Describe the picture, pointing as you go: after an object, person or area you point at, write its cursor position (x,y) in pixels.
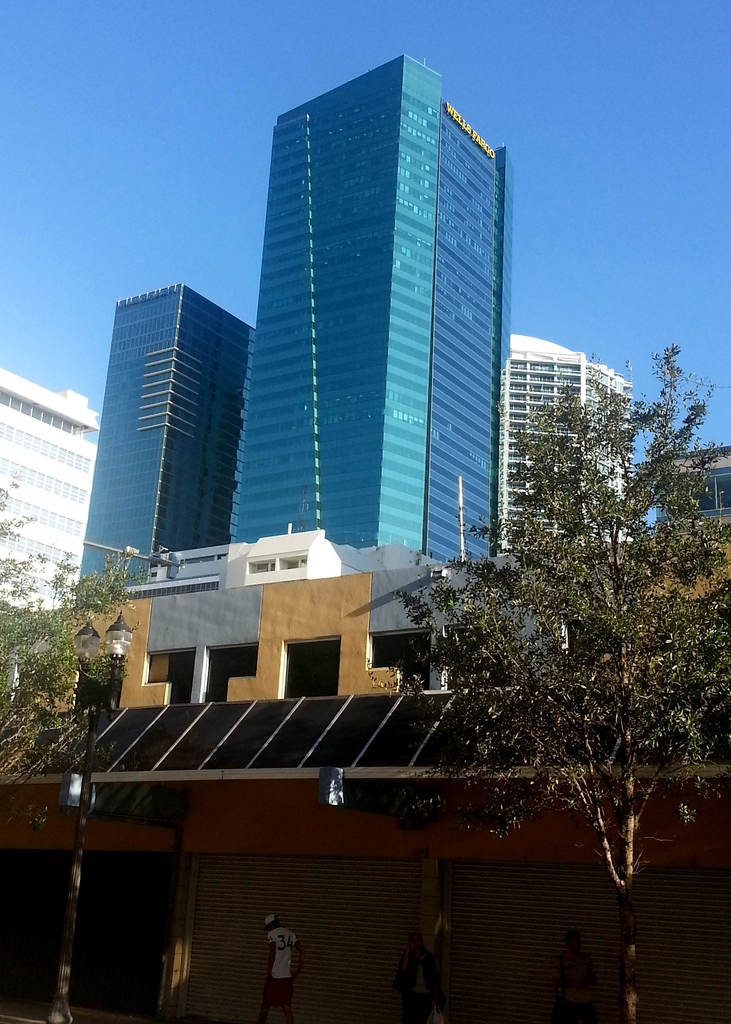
In this image, we can see some people (573,996) walking, there are some trees (486,667), we can see some buildings (254,359), at the top (593,76) there is a blue color sky (449,52).
